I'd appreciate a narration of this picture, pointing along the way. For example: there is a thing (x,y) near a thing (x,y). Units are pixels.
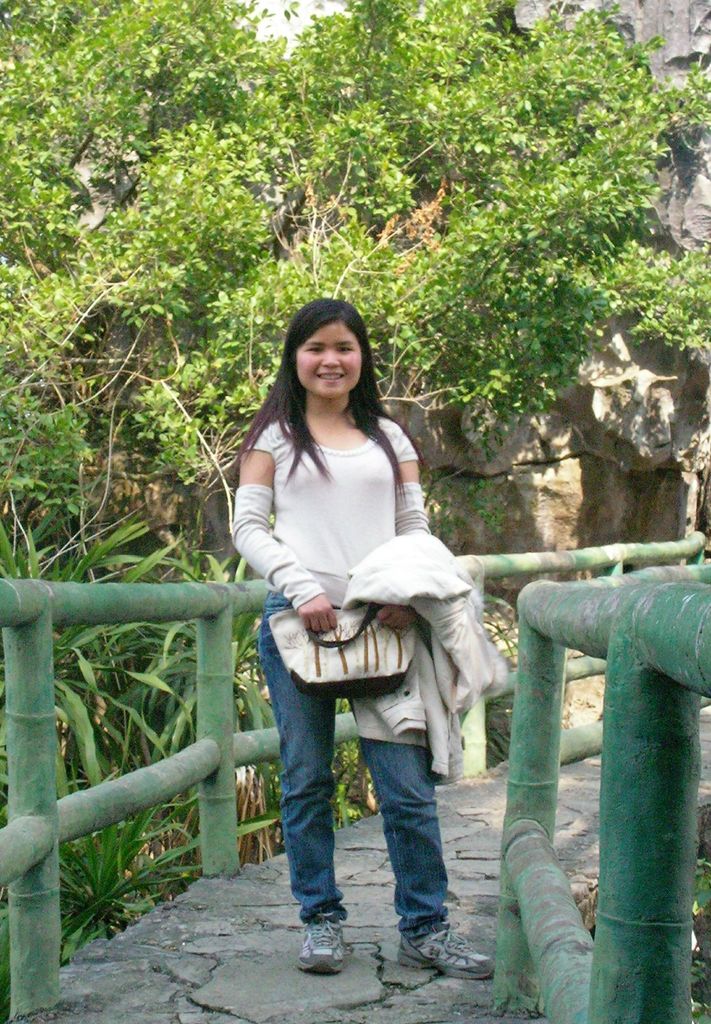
In the image there is a girl (344,445) in white top (350,541) and jeans (294,778) standing on a bridge (398,1006) with trees (147,434) and plants (675,312) behind it, in front of a mountain (606,413).
